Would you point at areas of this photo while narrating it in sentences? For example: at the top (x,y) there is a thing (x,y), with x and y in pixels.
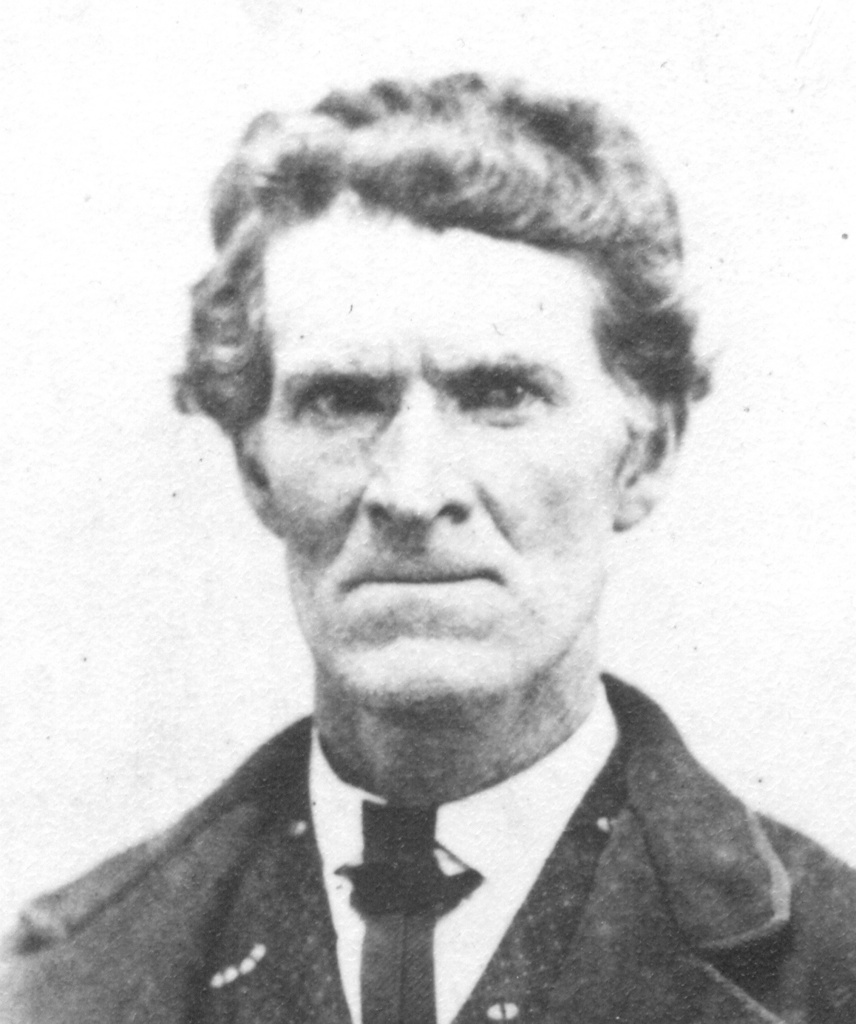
This is a black and white image. In the center of the image (453,492) a man (790,886) is there and wearing coat (803,917), tie (475,887). In the background of the image (116,541) we can see the wall (759,748).
